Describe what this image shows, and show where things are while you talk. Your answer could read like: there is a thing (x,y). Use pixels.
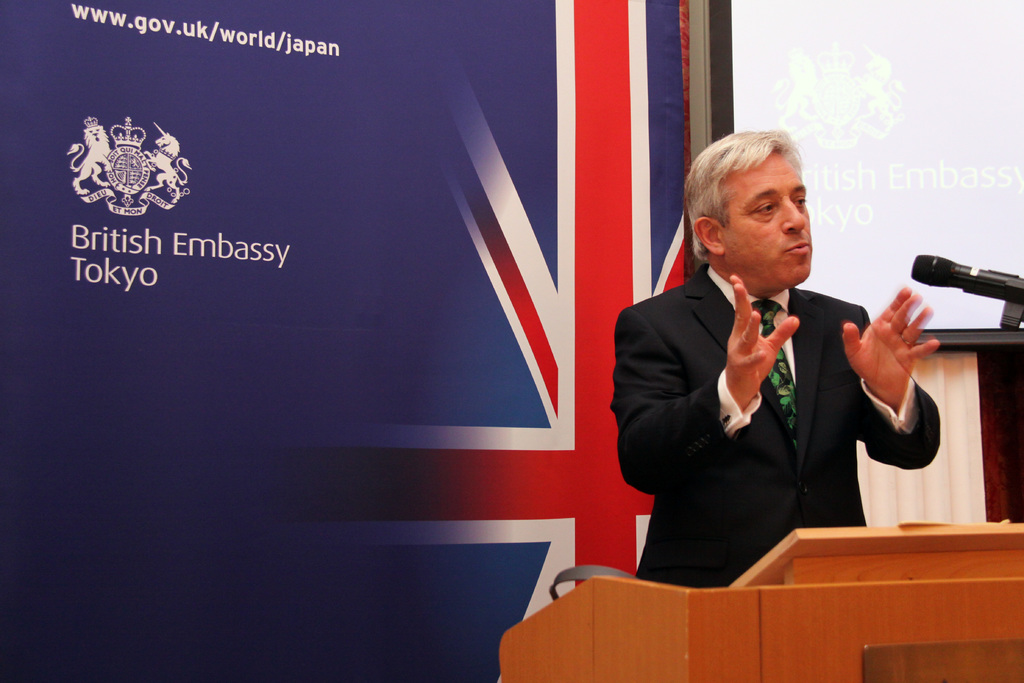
In this image in the center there is one person (754,327) who is standing in front of him there is one podium (918,583) and mike (949,284) it seems that he is talking, on the left side (334,201) there is one board (296,242) on the board (178,133) there is some text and in the background (886,167) there is a screen (935,216) and curtain (989,454).
